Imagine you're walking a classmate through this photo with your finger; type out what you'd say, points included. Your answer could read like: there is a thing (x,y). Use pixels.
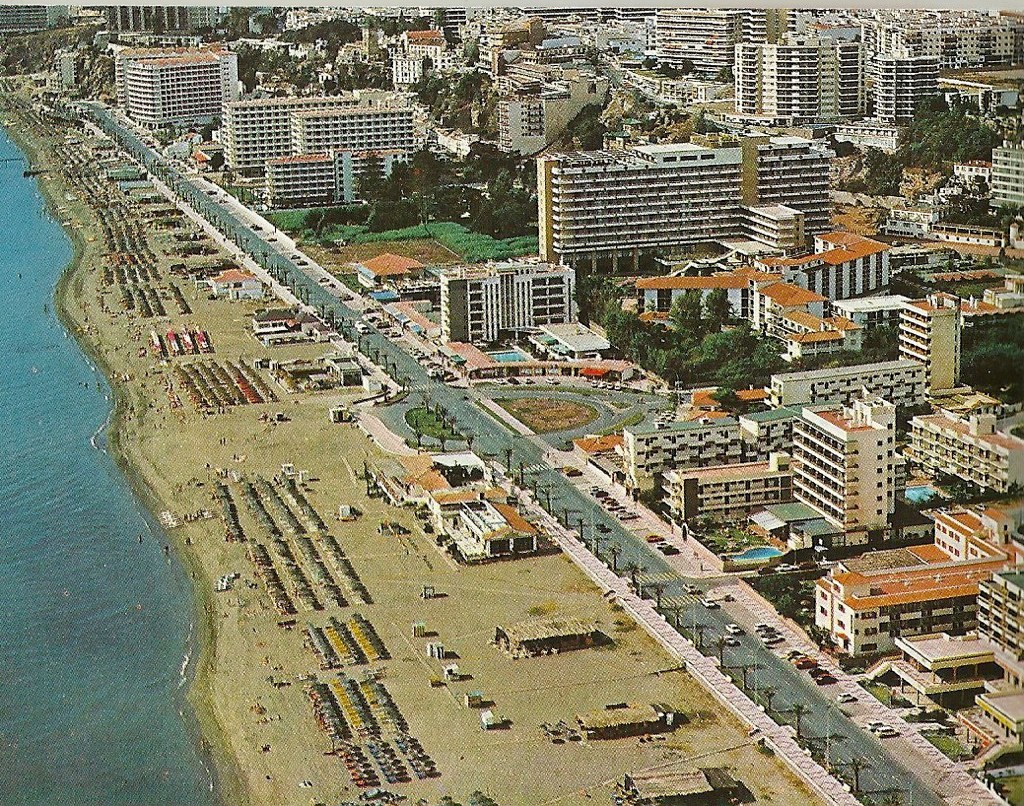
In this picture we can observe some buildings (323,169). There is a road (338,292) on which some vehicles (388,334) are moving. We can observe a beach (418,602). There are some trees (591,313). On the left side (34,438) there is an ocean (36,473).
